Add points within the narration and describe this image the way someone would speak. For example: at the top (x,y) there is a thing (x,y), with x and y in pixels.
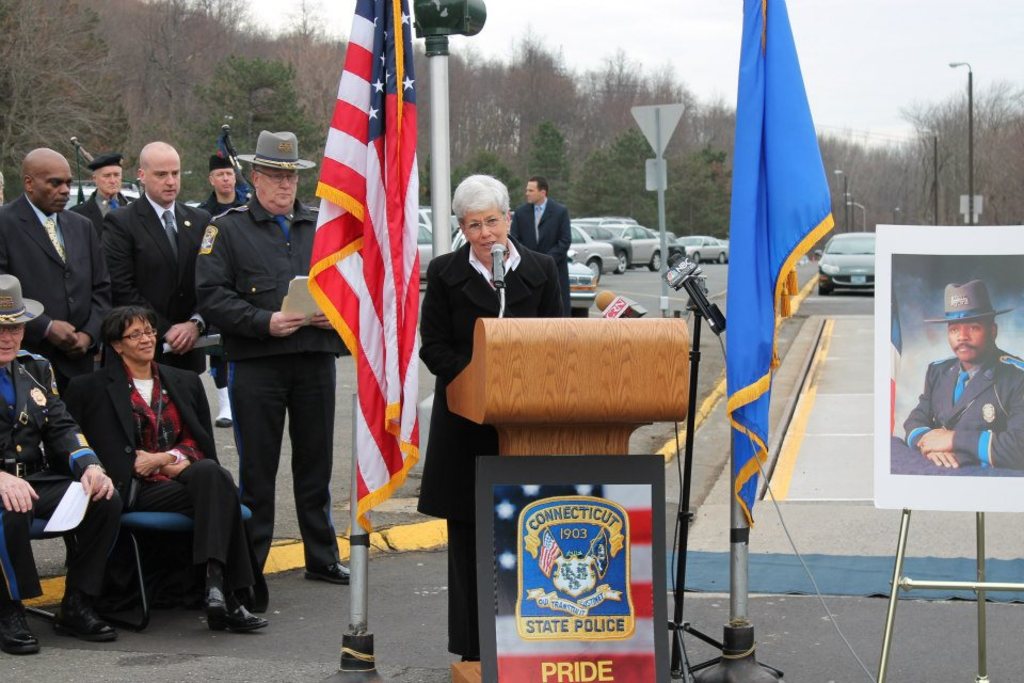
In this image I can see two persons (167,418) are sitting on the chairs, a person (425,483) is standing in front of a table (662,384), board (556,549), mike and a group of people (565,241) are standing on the road (876,518). On the right (744,286) I can see a photo frame (894,408), flag poles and stand (981,512). In the background (856,261) I can see fleets of cars (870,261), light poles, trees (572,147) and the sky (665,5). This image is taken may be on the road (36,674).
